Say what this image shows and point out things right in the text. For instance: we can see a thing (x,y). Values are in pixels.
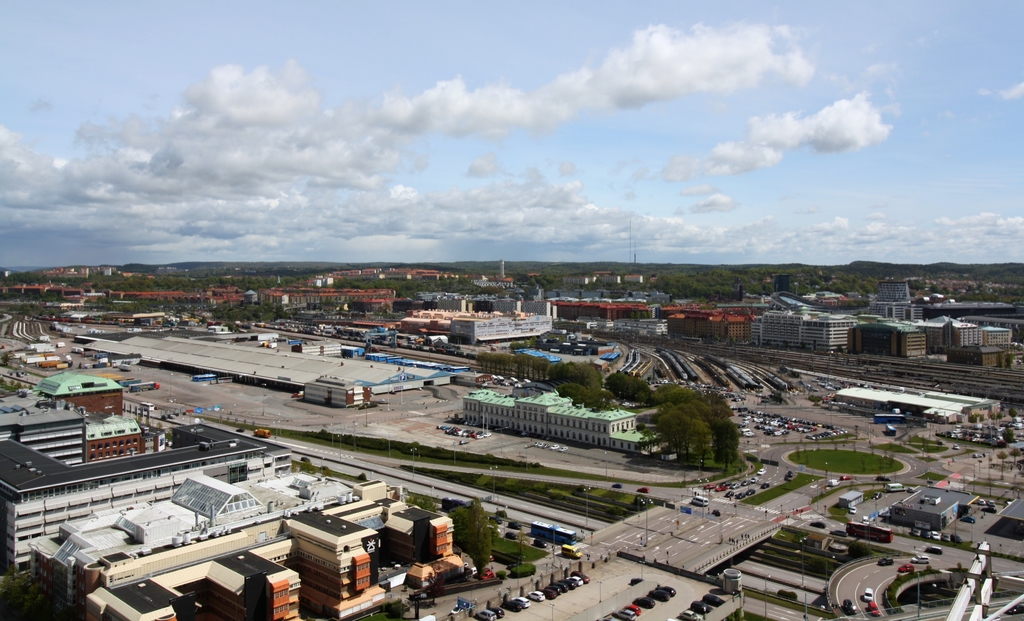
In this image we can see a group of buildings (334,564) with windows (199,507) and roofs (180,506). In the center of the image (569,385) we can see a group of trees (687,421). In the foreground (554,531) we can see group of vehicles (664,599) parked on the road (708,512). In the background (993,270), we can see mountains (975,268) and the cloudy sky (368,187).
